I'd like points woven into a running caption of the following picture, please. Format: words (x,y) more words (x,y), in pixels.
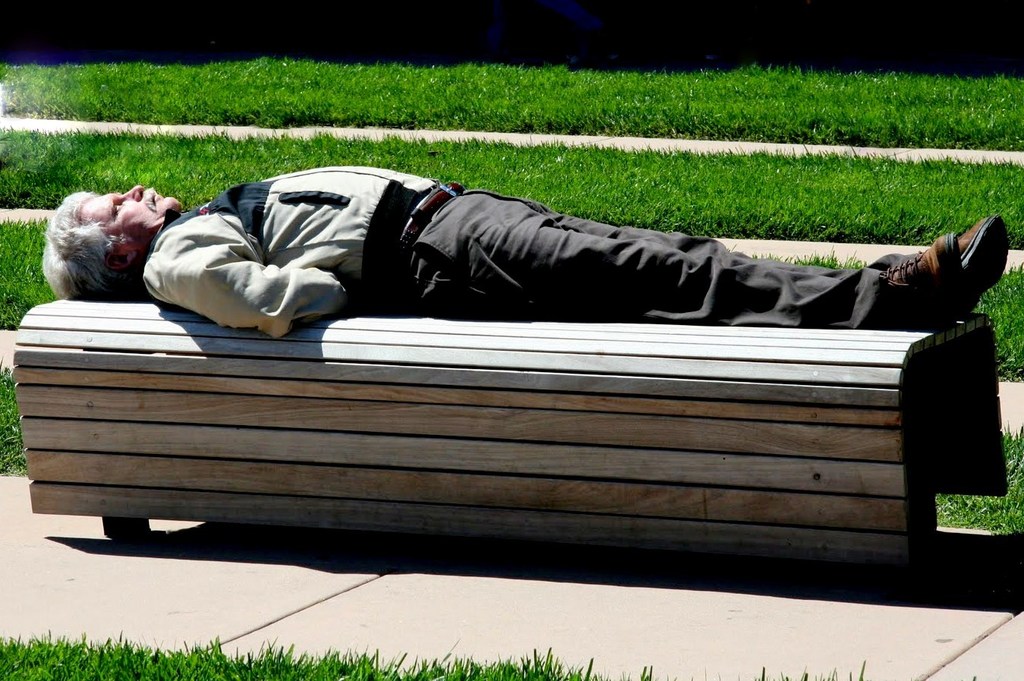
In the image we can see there is a man (687,260) lying on the wooden bench (572,372) and behind the ground (556,142) is covered with grass (520,180). There are stone tiles (501,605) on the ground (436,613).
